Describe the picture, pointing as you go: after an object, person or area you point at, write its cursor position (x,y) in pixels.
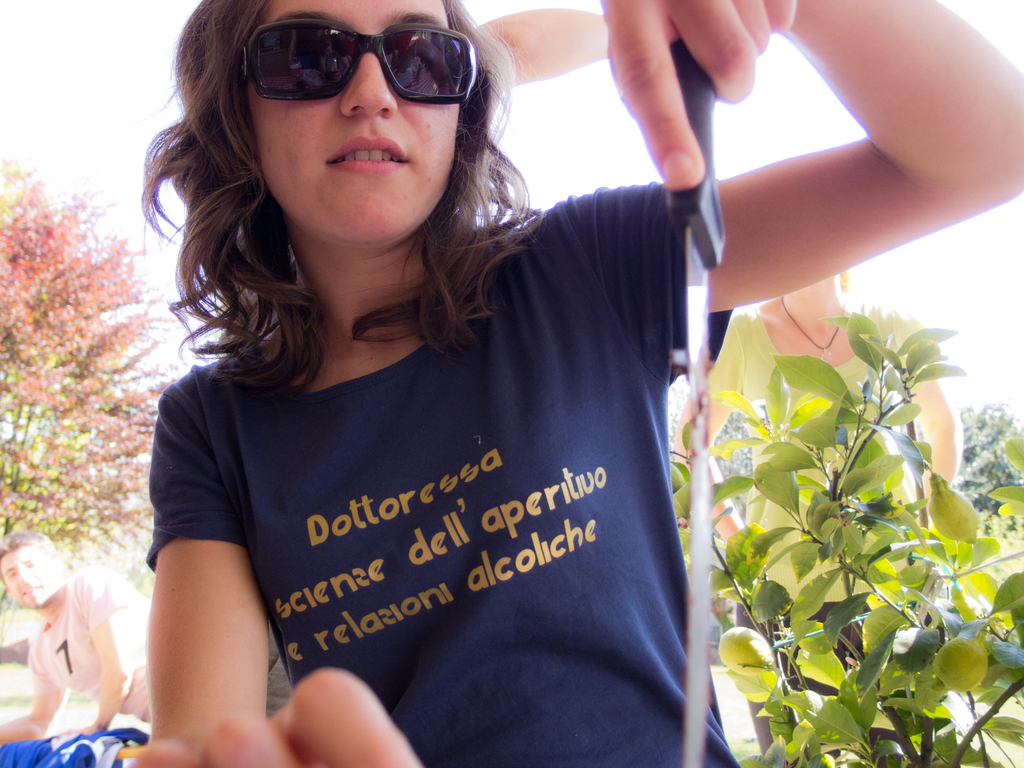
In this image there is a woman (420,576). She is holding a knife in her hand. Behind her there are plants (908,540) and trees (106,366). To the left (87,583) there is a man (68,622). At the top (72,138) there is the sky (731,104).
